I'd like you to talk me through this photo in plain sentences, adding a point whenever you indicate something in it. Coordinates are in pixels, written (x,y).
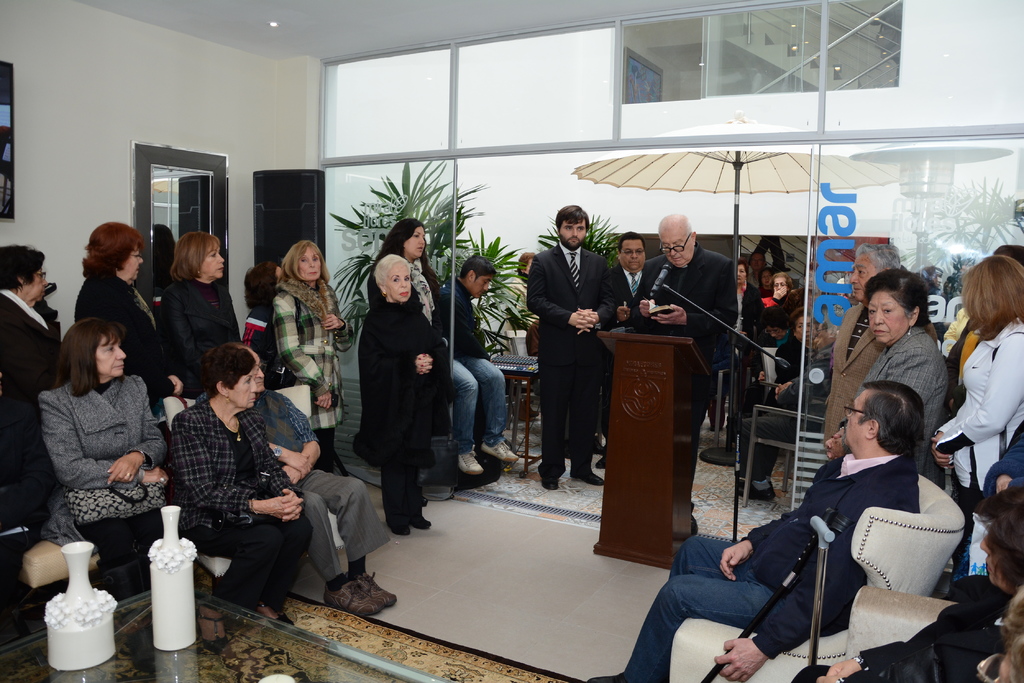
In this image I can see few persons (842,538) are sitting on couches (871,551) and few persons (388,336) are standing. I can see a person (724,329) wearing black colored dress (731,286) is standing behind the podium (676,429) and I can see a microphone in front of him. In the background (111,73) I can see the wall (117,114), the ceiling (276,35), a light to the ceiling (312,13), few plants (445,268), few persons (778,276) and an umbrella (679,170).
